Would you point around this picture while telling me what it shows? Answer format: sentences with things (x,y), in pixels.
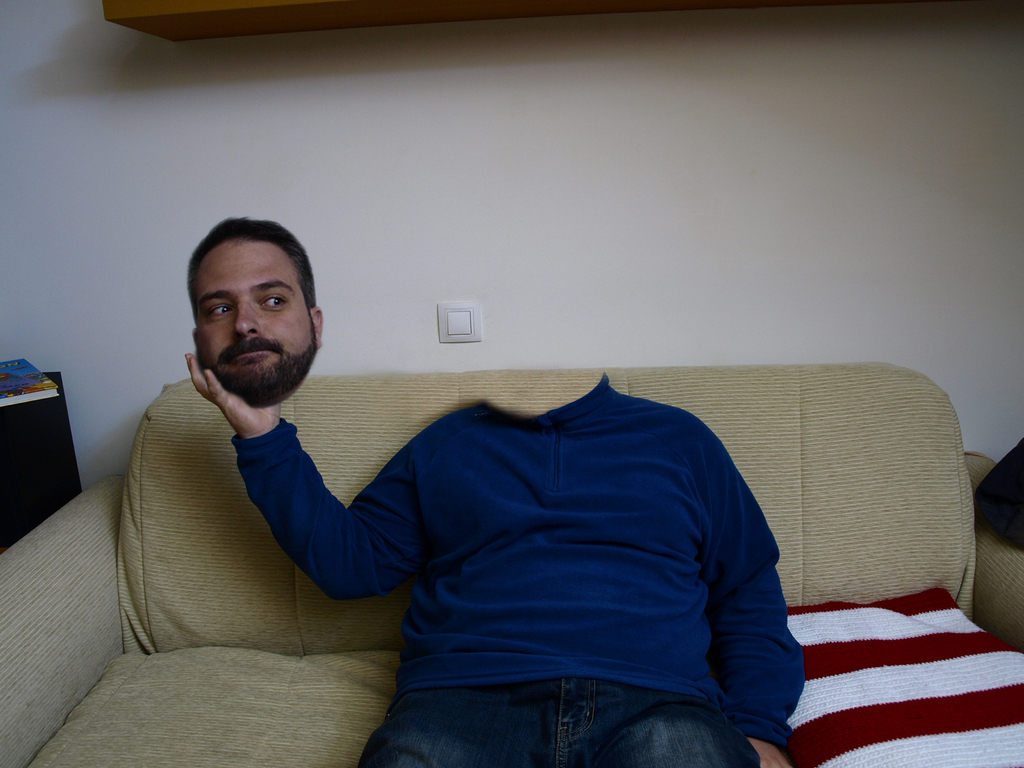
In this picture there is a man (532,625) sitting in the sofa (390,691) and a head (256,366) is placed in his hand (208,377). There is a red color blanket (915,659) on the sofa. In the background (543,191) there is a wall (361,159).
